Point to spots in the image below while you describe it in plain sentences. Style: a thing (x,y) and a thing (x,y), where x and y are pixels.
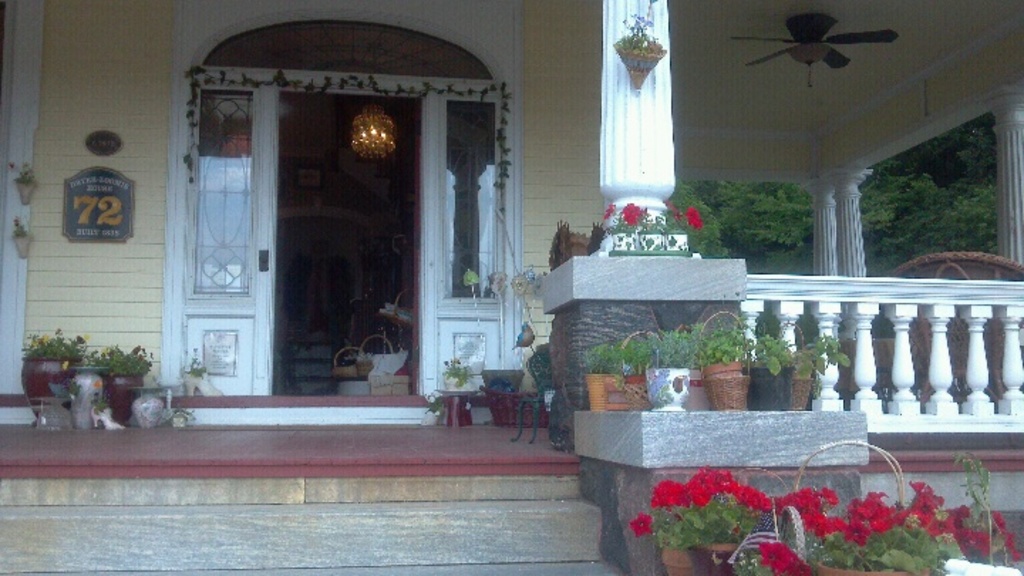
This is the picture of a building (632,414). In the middle of the image (394,367) there is a door (455,251) and there are objects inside the room (297,335). On the left side of the image (119,409) there are plants (187,422) in the pots (60,389) and there is a board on the wall (131,151). On the right side of the image (764,389) there are pillars (566,408) and plants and flowers (672,538) and there is a railing (984,329). At the back (872,238) there are trees (949,217). At the top (820,37) there is fan (819,21) and light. In the foreground (380,480) there is a staircase (363,486).
